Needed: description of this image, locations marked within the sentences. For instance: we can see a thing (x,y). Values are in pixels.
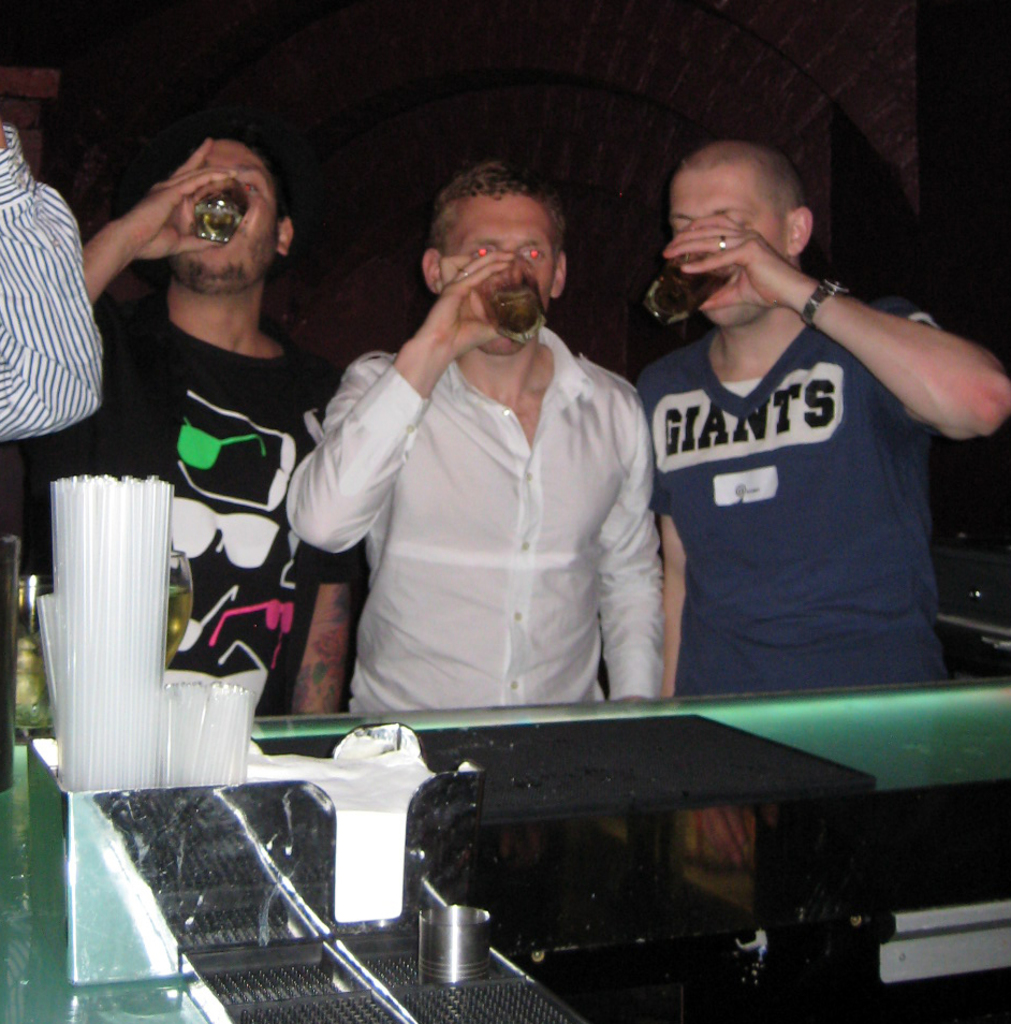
In the middle of the image (456,344) three men (342,437) are standing and drinking wine (503,322) with glasses (506,301). In this image the background (89,168) is dark. On the left side of the image (20,300) there is a person (21,329). At the bottom of the image (486,929) there is a table (164,1013) with a few things (486,779) on it. There are many straws (63,690) and there is a glass (175,645) of wine (173,598) on the table (33,878).
